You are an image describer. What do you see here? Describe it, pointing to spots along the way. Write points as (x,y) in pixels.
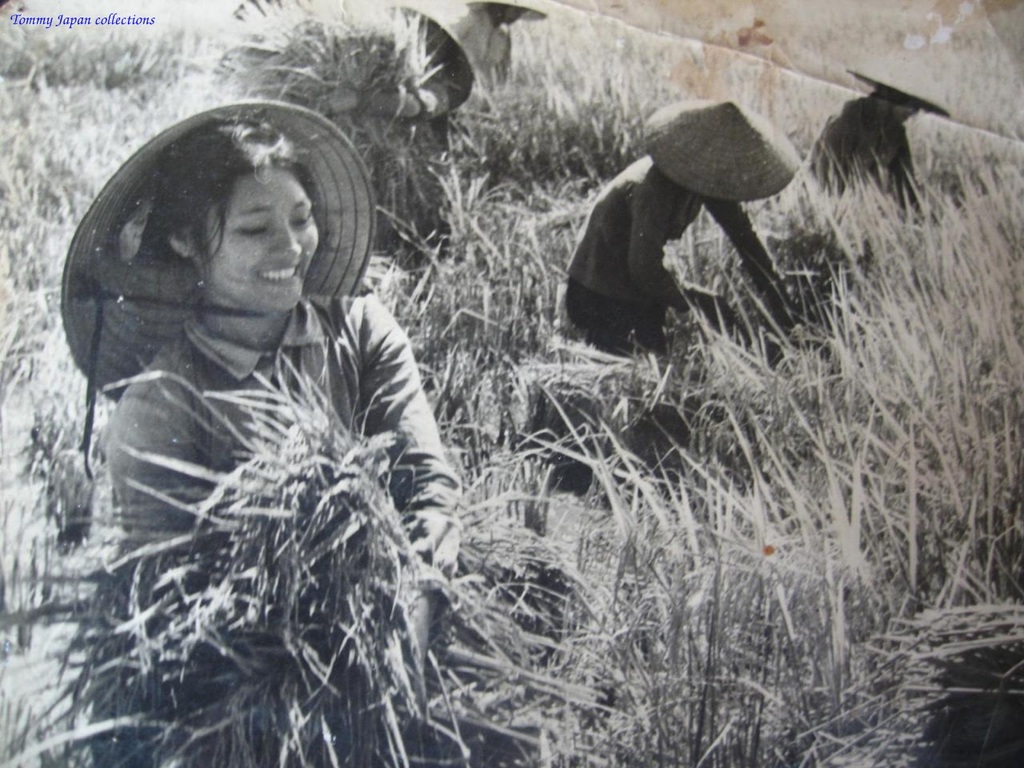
In this picture there are group of people (280,215) standing and holding the grass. At the bottom (718,535) there is grass (841,502). At the top left (145,15) there is text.
